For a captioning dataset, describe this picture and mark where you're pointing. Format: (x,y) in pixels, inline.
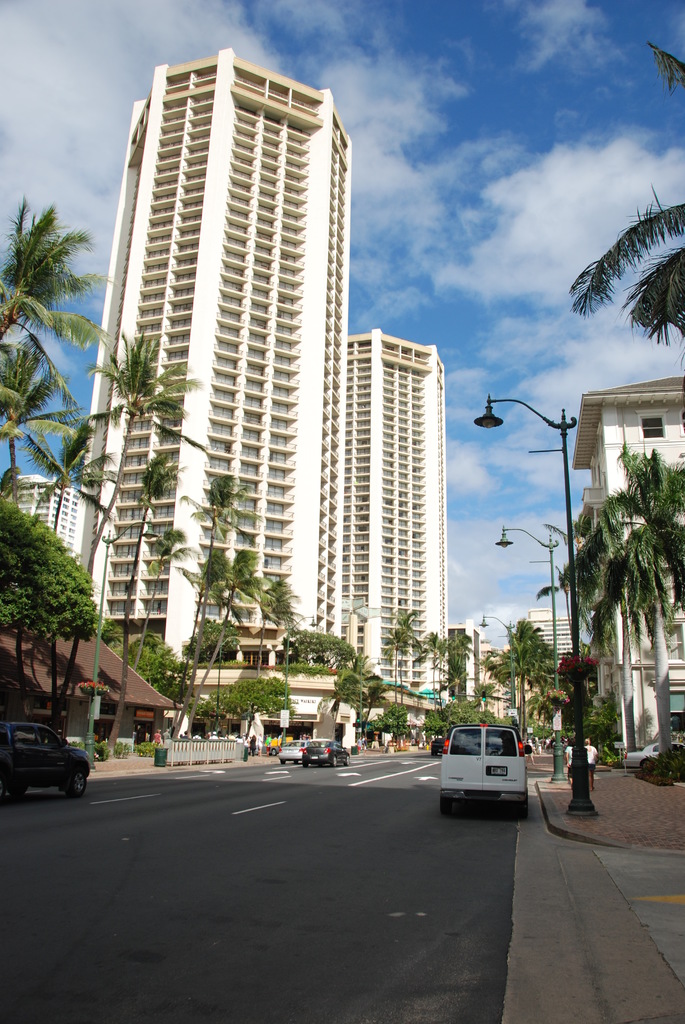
In this image we can see skyscrapers (253,214), buildings (680,674), street poles (552,555), street lights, motor vehicles (69,785), bins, grill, road (351,767), trees (140,534) and sky (392,274) with clouds (104,11).
